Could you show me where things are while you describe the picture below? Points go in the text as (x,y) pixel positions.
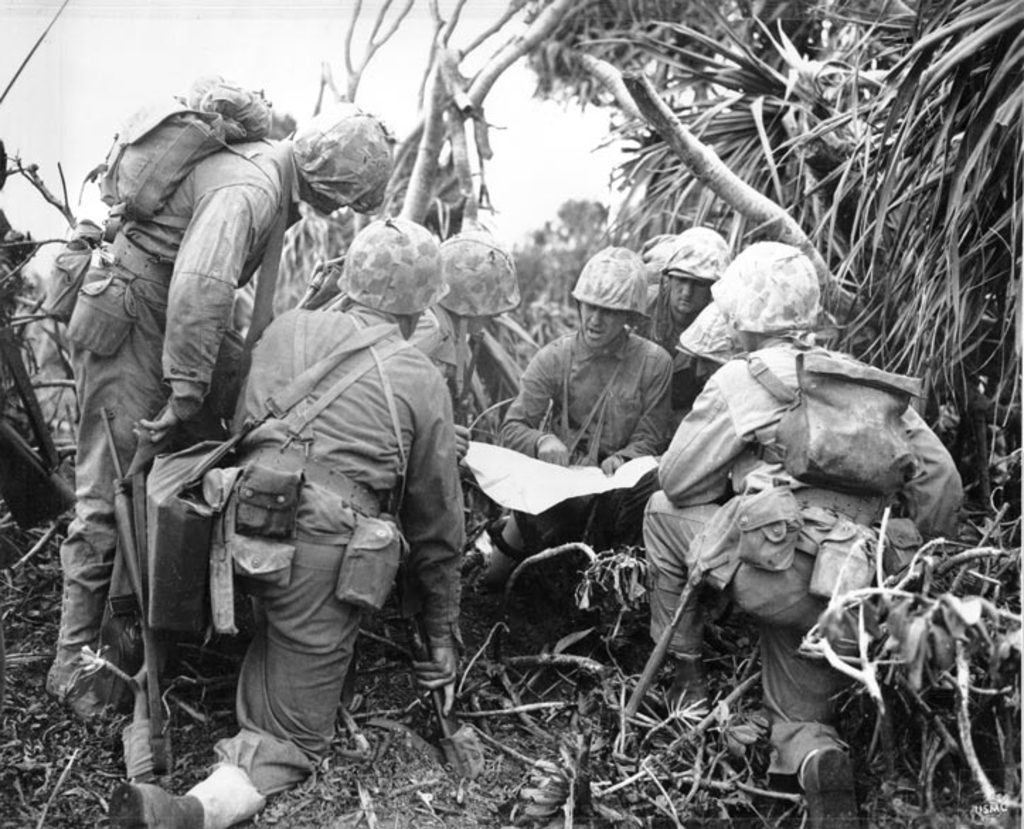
In this picture I can see a group of army men (766,617) in the middle (439,380), in the background (998,166) there are trees (642,231). At the top (381,64) there is the sky (381,64), this image is in black and white color.
